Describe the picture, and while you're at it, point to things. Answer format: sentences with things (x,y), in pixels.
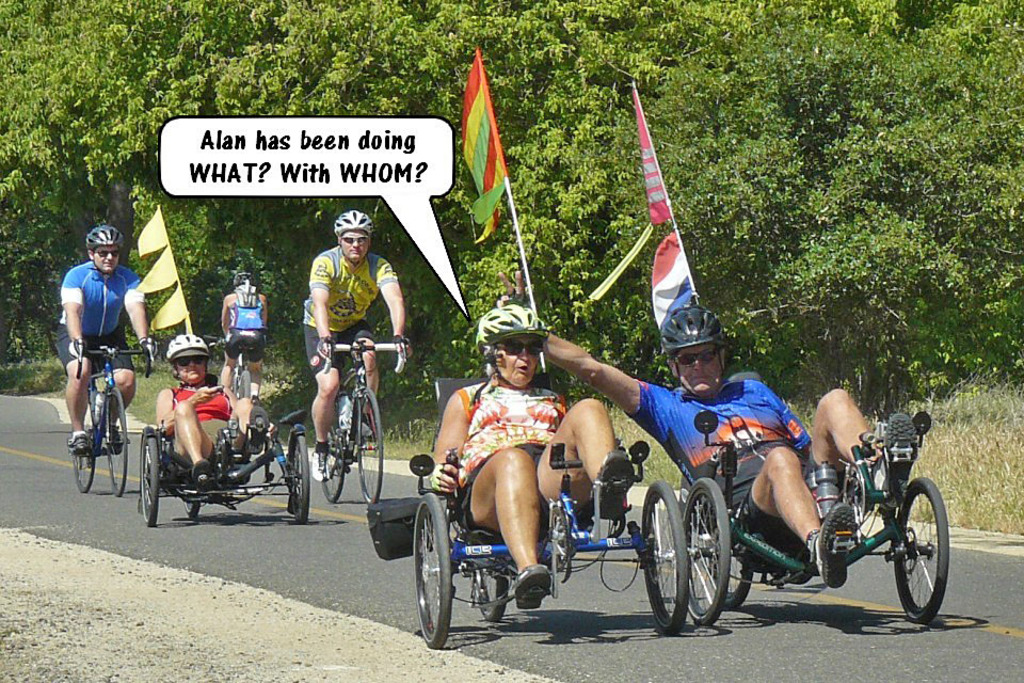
The image is taken on the road (358,574). There are people (525,561) who are riding tricycles (610,545) and bicycles (364,454) on the road (974,631). There is a flag (485,181). In the background (534,105) there are many trees (507,64).
